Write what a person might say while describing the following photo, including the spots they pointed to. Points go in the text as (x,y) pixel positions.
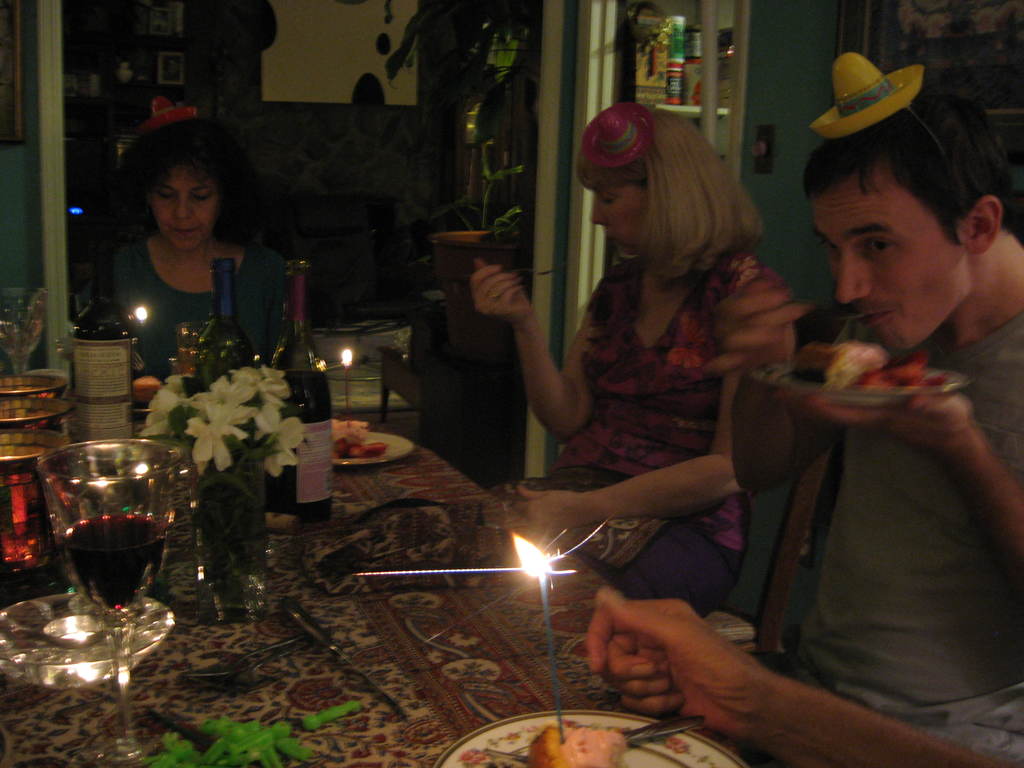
There is a table (309,580). On that there are plates (372,437), glass (157,526), bowls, bottles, vase (236,514) with flowers (275,432). On the plates (365,459) there are food items (344,431). On the food item (347,441) there is candle (547,574) with light (533,549). There are some people (696,469) sitting around the table (378,620). They are wearing small caps (859,102). In the background (221,25) there is a wall (790,68). Also there is a pot (461,282) with a plant (487,185) and some other items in the background (485,171).
